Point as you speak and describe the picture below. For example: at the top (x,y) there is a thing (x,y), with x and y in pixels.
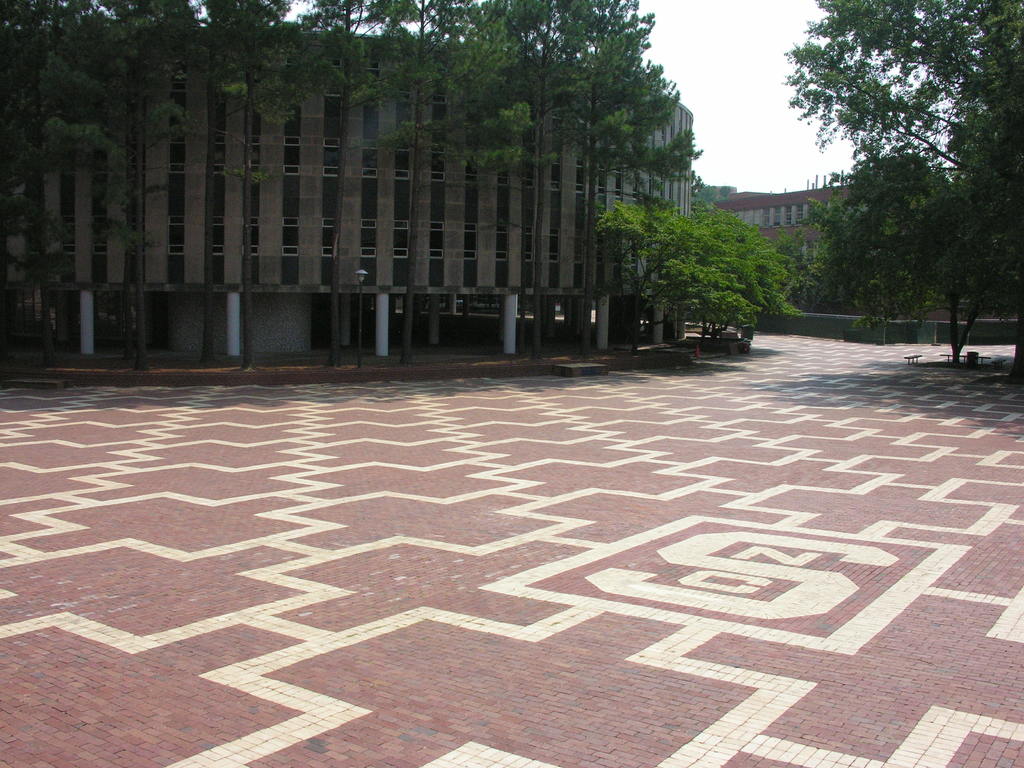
In this picture I can see there is a white design (840,550) on the floor (840,550) and there are two buildings (502,308) at left (234,268) and right sides. There are few trees (723,217) and the sky (716,38) is clear.
